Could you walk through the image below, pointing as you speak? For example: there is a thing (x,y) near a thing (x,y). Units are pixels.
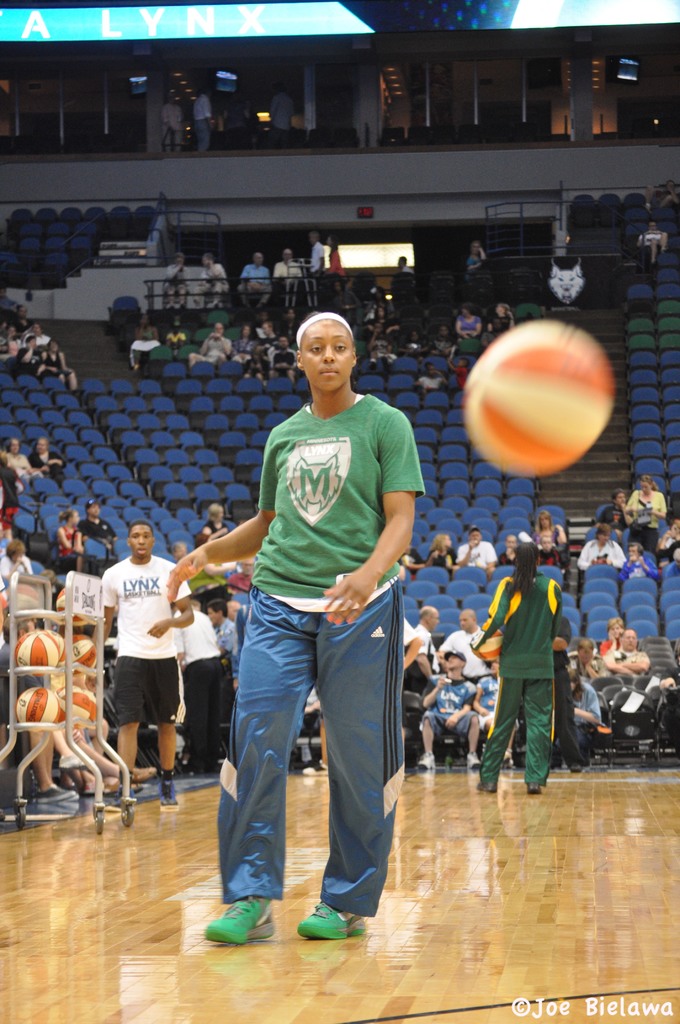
In this picture we can see a ball (540,322) is in the air, some people (538,596) are on the ground (291,980), some people (213,585) are sitting on chairs (526,313) and in the background (172,207) we can see rods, walls (326,185), some objects (30,613).
